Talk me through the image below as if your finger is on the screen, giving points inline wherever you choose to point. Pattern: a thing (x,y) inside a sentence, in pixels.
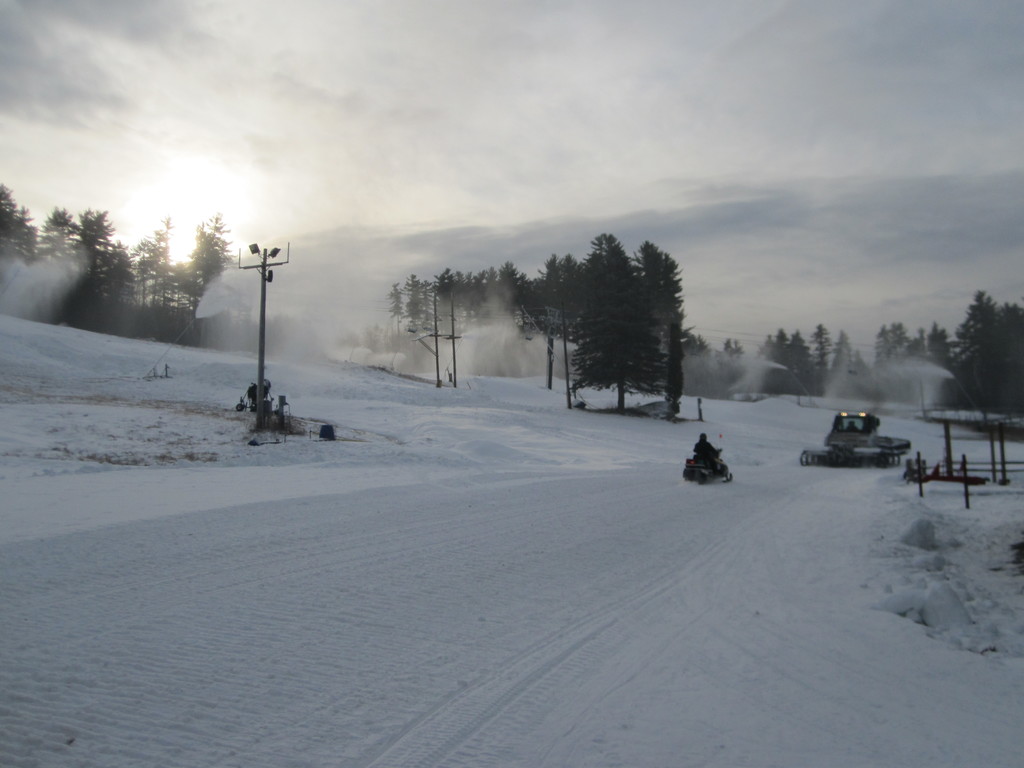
In this image there is a person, vehicles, poles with wires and trees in the foreground (885,460). There are trees (1005,353) in the background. There is snow (32,651) at the bottom (946,752). And there is sky (1006,41) at the top (510,26).
